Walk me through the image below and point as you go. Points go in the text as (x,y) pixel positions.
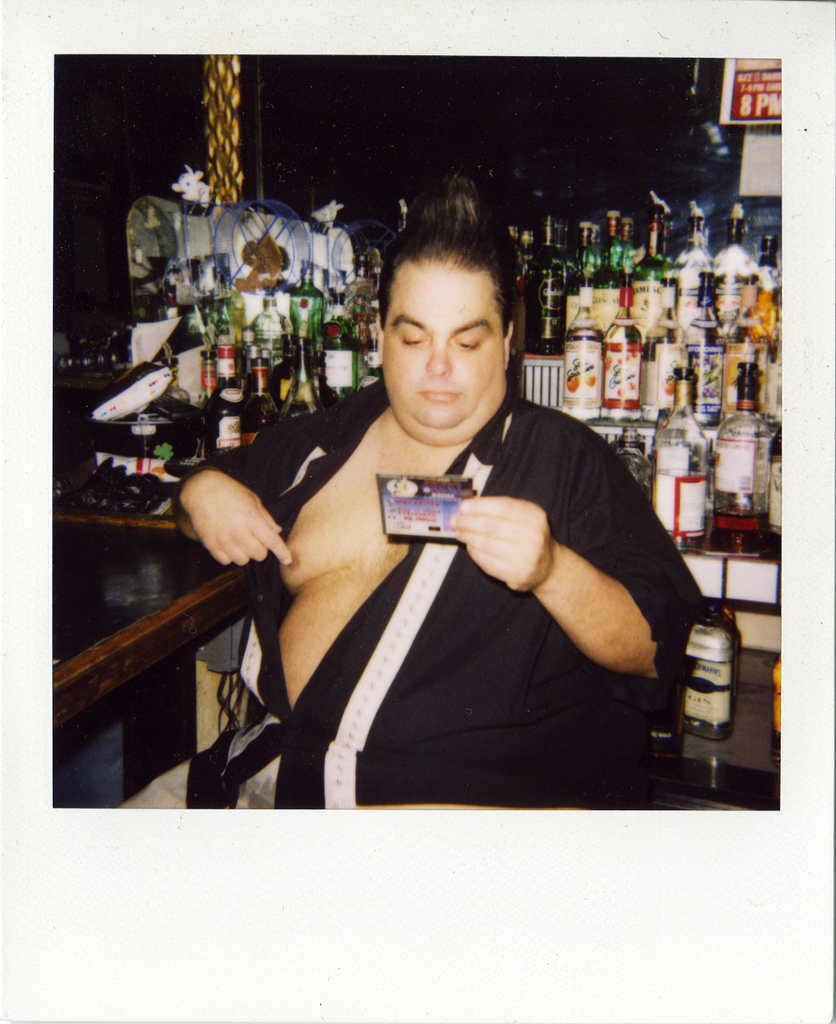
As we can see in the image there is a man (429,673). Behind the man (443,376) there are few bottles (525,235).
